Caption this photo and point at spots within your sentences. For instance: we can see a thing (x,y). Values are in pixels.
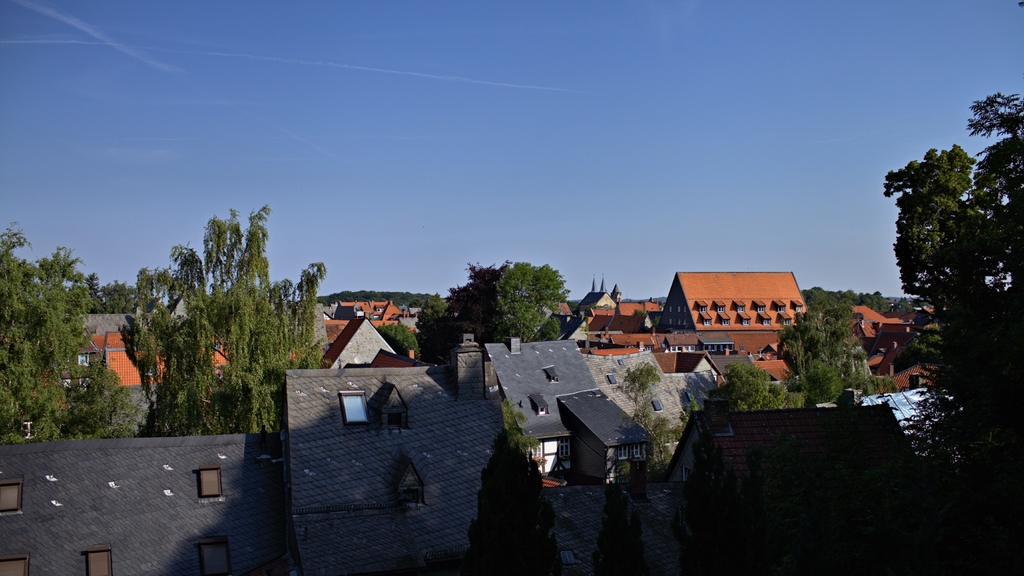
This is an aerial view. In this picture we can see the buildings (518,369), roofs (668,401), windows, trees (651,429). At the top of the image (418,10) we can see the clouds (154,60) are present in the sky (491,120).
